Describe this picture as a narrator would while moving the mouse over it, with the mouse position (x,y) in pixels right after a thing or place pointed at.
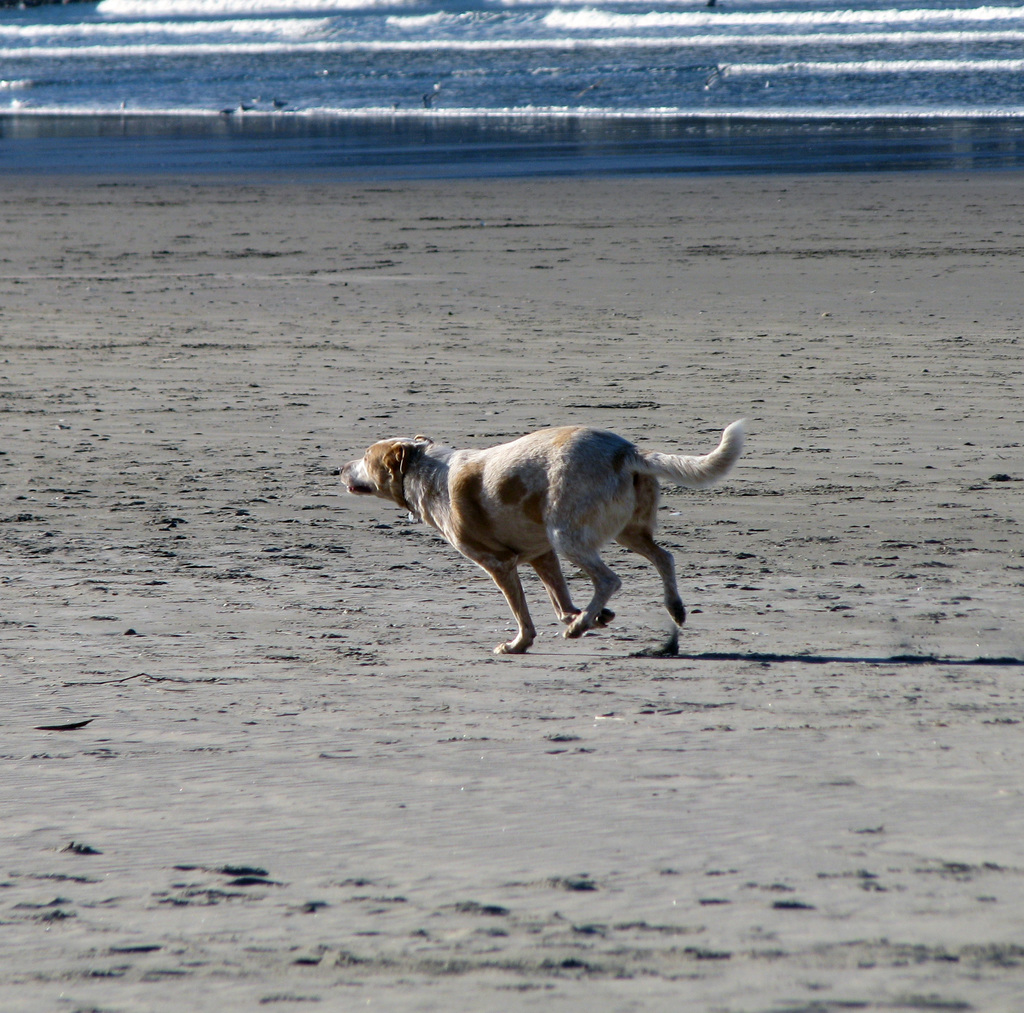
In the center of the image (370,464) we can see a dog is running. At the top of the image (397,73) we can see the water (979,24). In the background of the image (868,283) we can see the soil (223,802).
